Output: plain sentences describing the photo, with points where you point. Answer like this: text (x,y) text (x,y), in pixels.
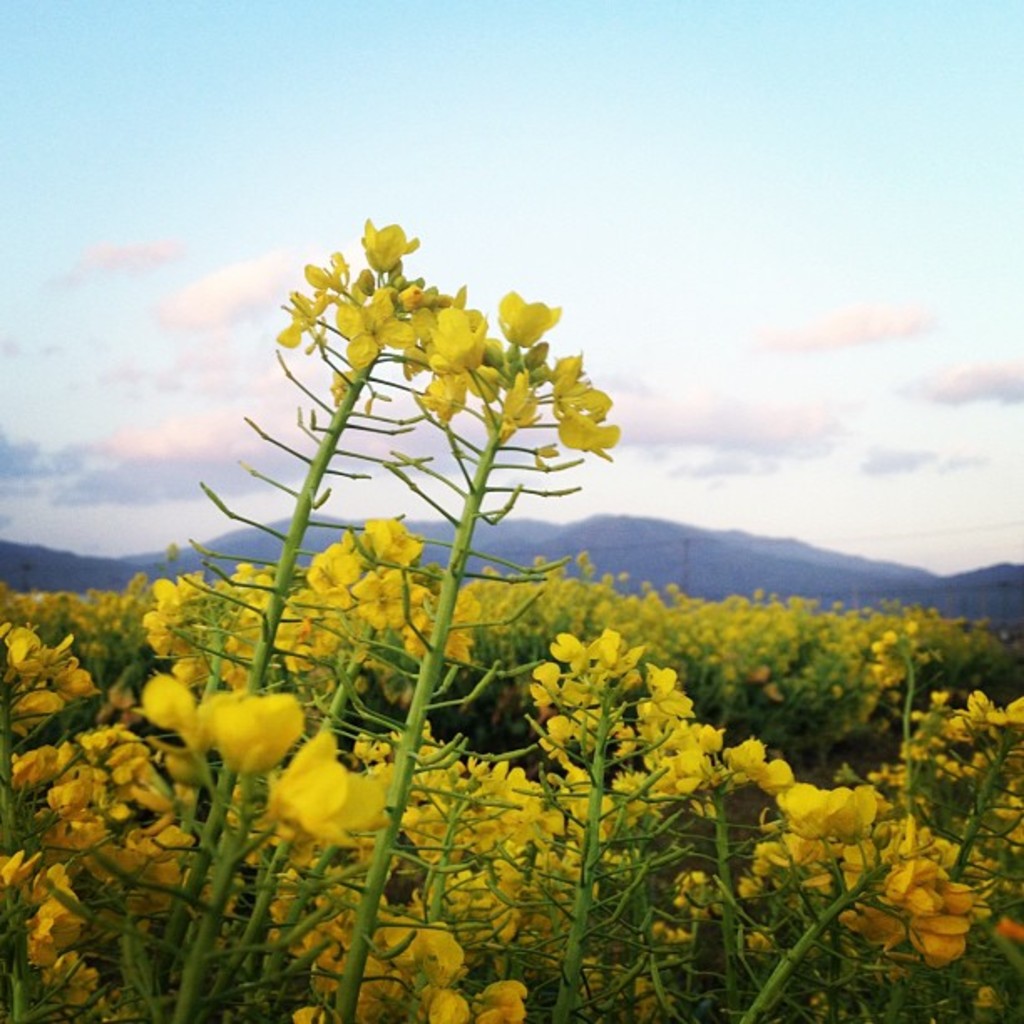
In this picture we can see plants (591,652) on the ground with flowers (568,647). In the background (522,528) we can see mountains (584,538) and the sky (442,281) with clouds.
